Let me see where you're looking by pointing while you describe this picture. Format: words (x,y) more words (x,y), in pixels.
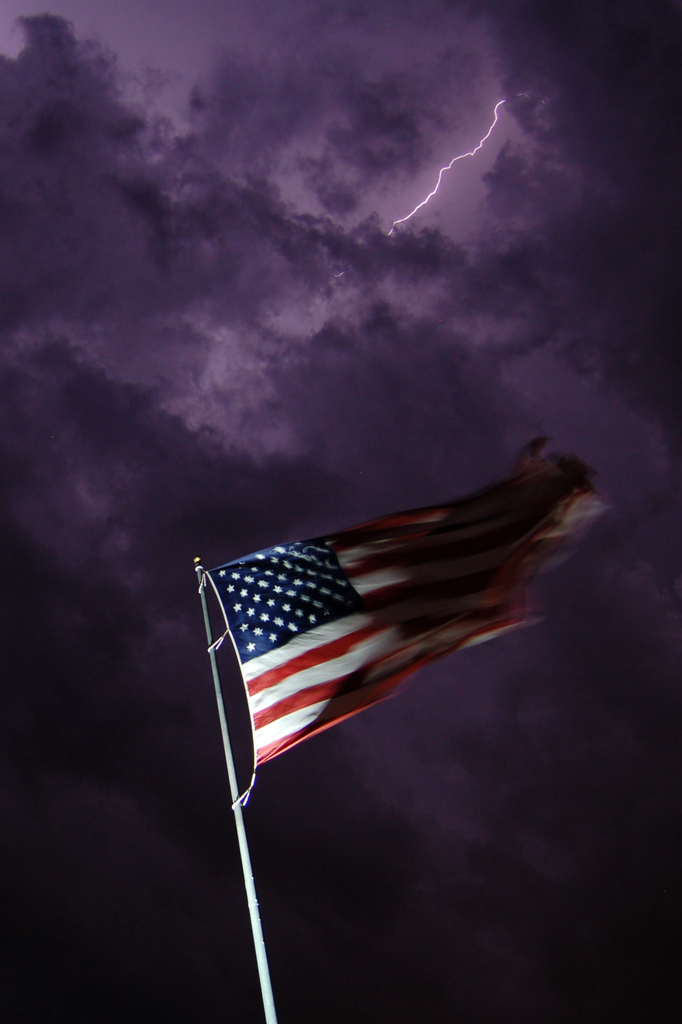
In the center of the image (366,552) we can see a flag (301,610), pole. In the background of the image (312,461) we can see the thunder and clouds (335,473) are present in the sky (23,416).
